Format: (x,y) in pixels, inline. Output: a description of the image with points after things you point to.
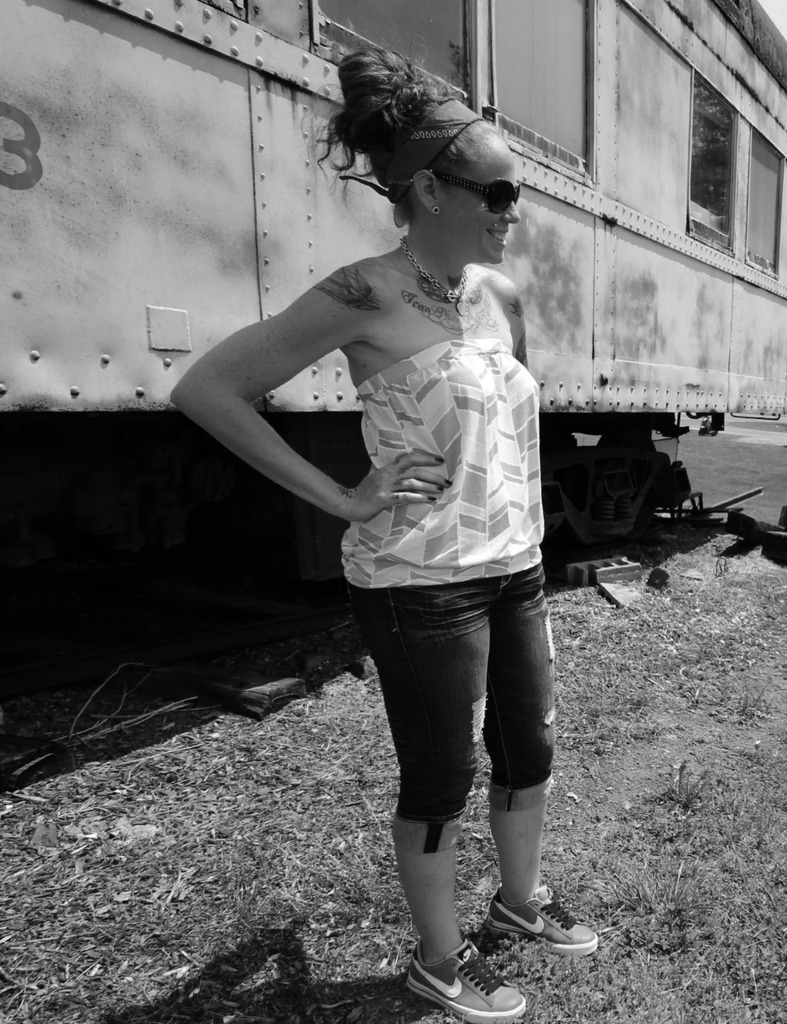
In this image I see a woman (426,160) who is smiling and I see that she is wearing shades (478,192) and I see the ground (777,468) and there is a destroyed public transport vehicle (7,417) over here and I see that this is a black and white image.
